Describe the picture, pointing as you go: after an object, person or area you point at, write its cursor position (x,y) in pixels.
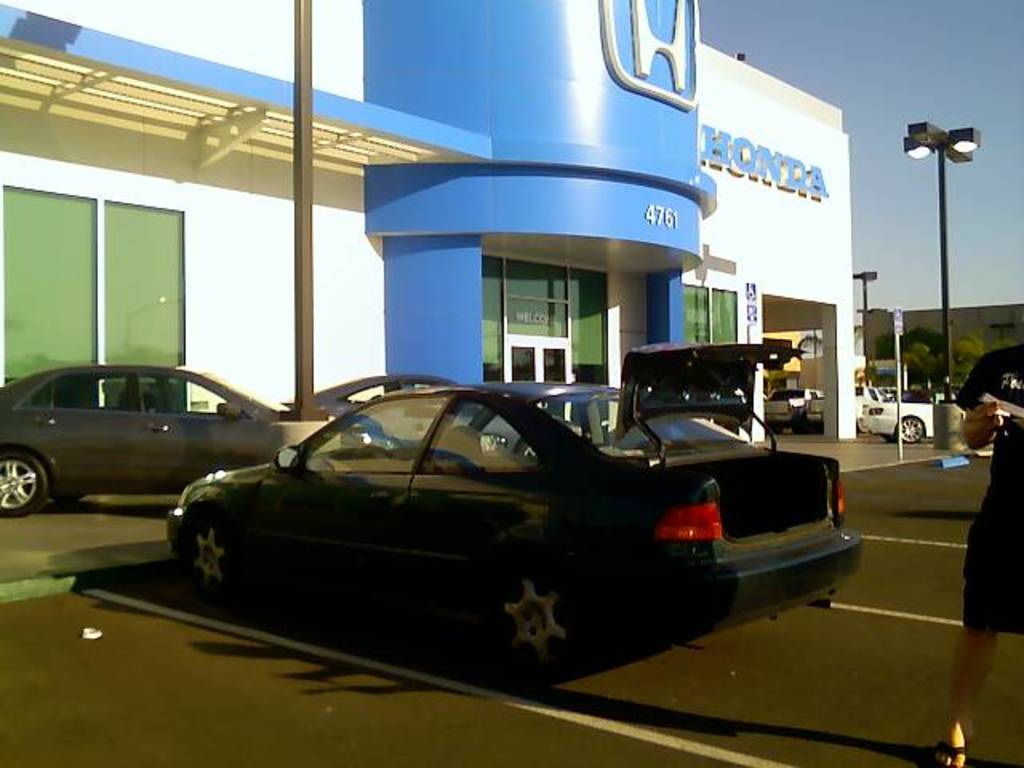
In this image we can see the honda showroom (491,149), few cars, street light (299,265), glass doors (505,322) and windows (522,298), wall (193,263), we can see the sky (946,82).
